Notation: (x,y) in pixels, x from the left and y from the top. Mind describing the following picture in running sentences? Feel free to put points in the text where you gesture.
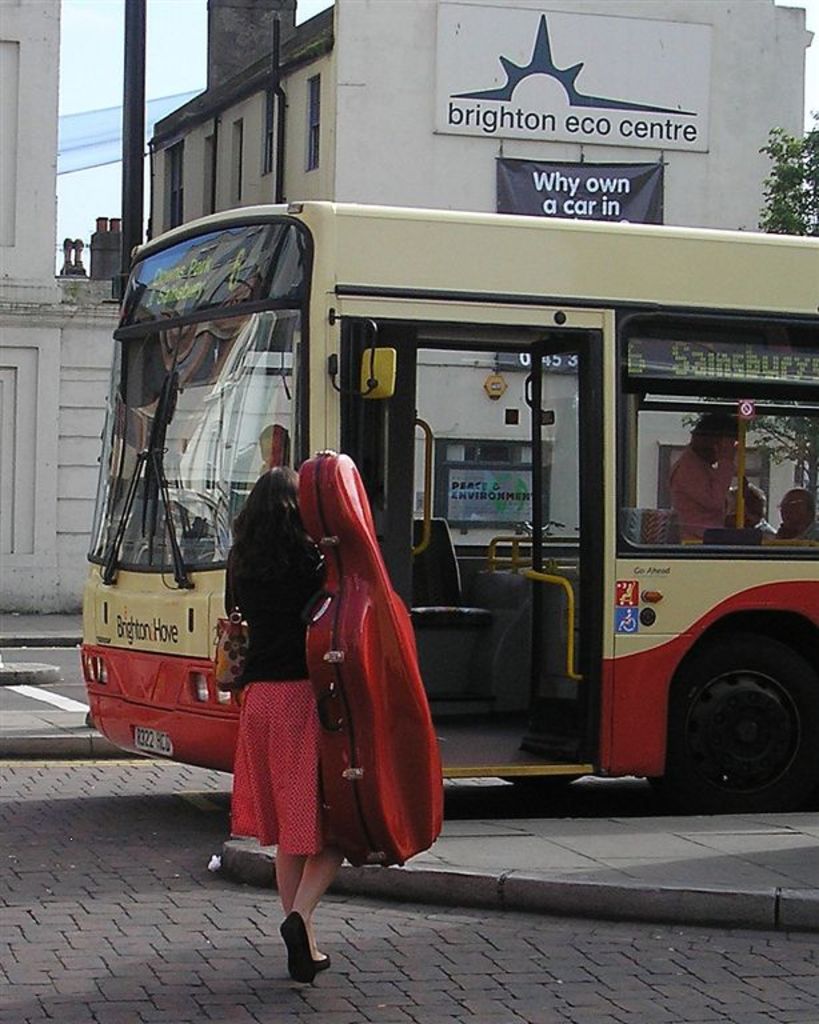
In this image I can see a bus (568,416) which is cream, black and red in color is on the road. I can see a woman (286,631) wearing black and pink dress (258,688) is standing and wearing a bag (237,669) and a red colored cello box (367,673). In the background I can see few buildings (318,69), a tree (818,230) and the sky (196,80).
